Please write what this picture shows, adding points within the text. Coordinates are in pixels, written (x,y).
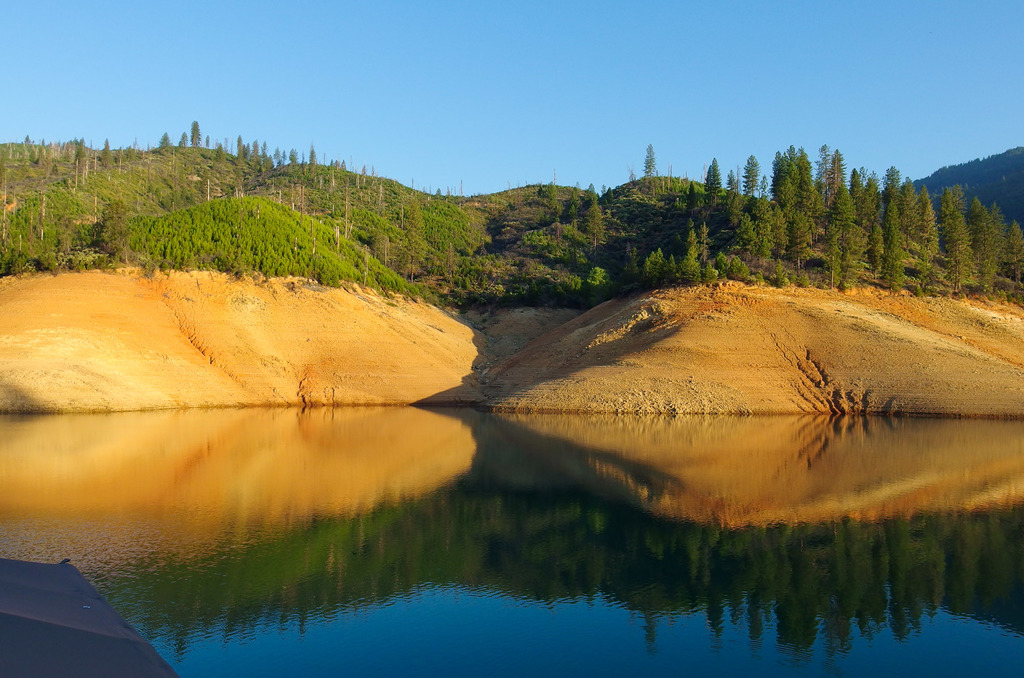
In this image there is water (379,508) in the lake (433,518), behind the water (414,496), there are trees (373,231) and mountains (369,233).
